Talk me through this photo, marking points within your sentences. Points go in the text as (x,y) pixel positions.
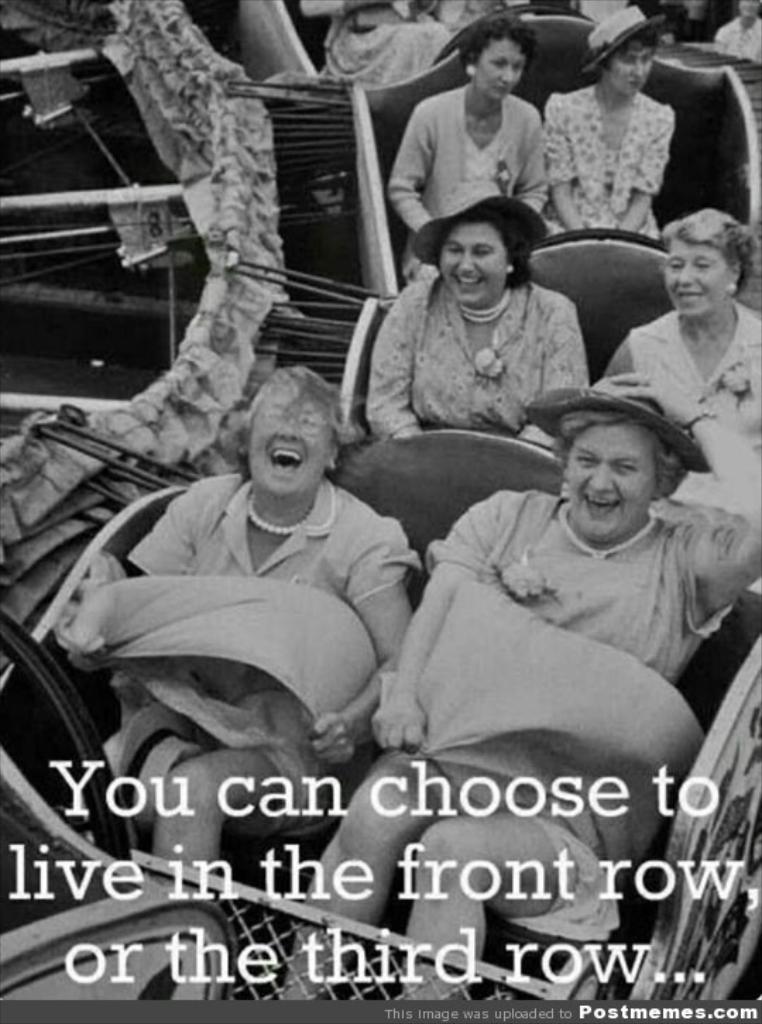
In this image I can see group of people (370,629) sitting and the image is in black and white and I can see something written on the image.
